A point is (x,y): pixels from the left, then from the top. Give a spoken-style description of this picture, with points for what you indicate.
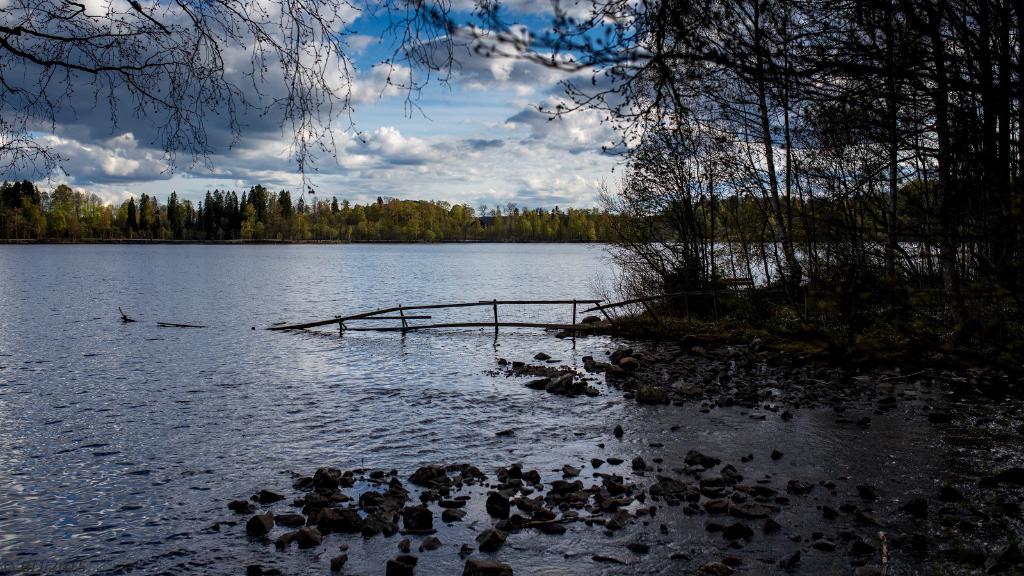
We can see water (530,319), stones (536,370) and trees (792,276). In the background (452,202) we can see trees (516,223) and sky (488,150) with clouds (487,147).
